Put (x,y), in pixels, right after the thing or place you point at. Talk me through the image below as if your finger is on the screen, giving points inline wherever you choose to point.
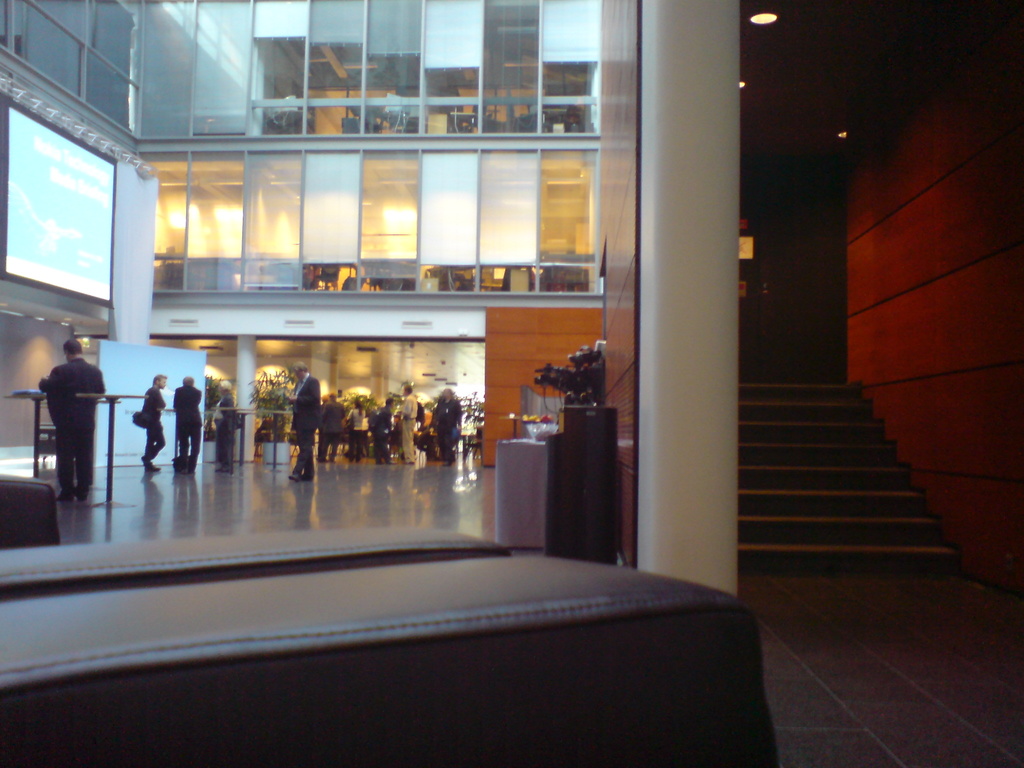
In this image on the right side (873,502), I can see the stairs (814,441). I can see some people (381,433). I can also see some objects (547,423) on the table (499,442). On the left side (74,287) I can see something projected on the screen (56,245). At the top (430,208) I can see the windows (417,95) and the lights (839,135).
